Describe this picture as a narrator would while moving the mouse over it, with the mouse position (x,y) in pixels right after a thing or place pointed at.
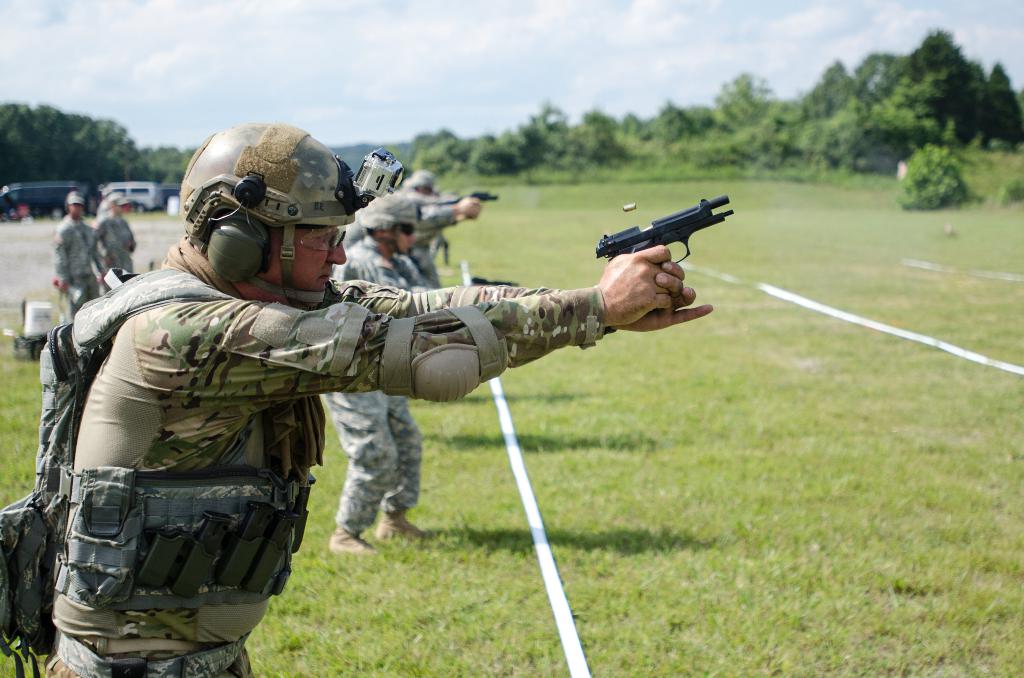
In this image I see number of persons (313,241) in which all of them are wearing army uniforms (371,256) and I see that few of them are holding guns (655,237) in their hands (476,207) and I see the green grass (959,312) on which there are white lines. In the background (9,157) I see number of trees (833,143) and I see vehicles (50,205) over here and I see the sky (430,65).
